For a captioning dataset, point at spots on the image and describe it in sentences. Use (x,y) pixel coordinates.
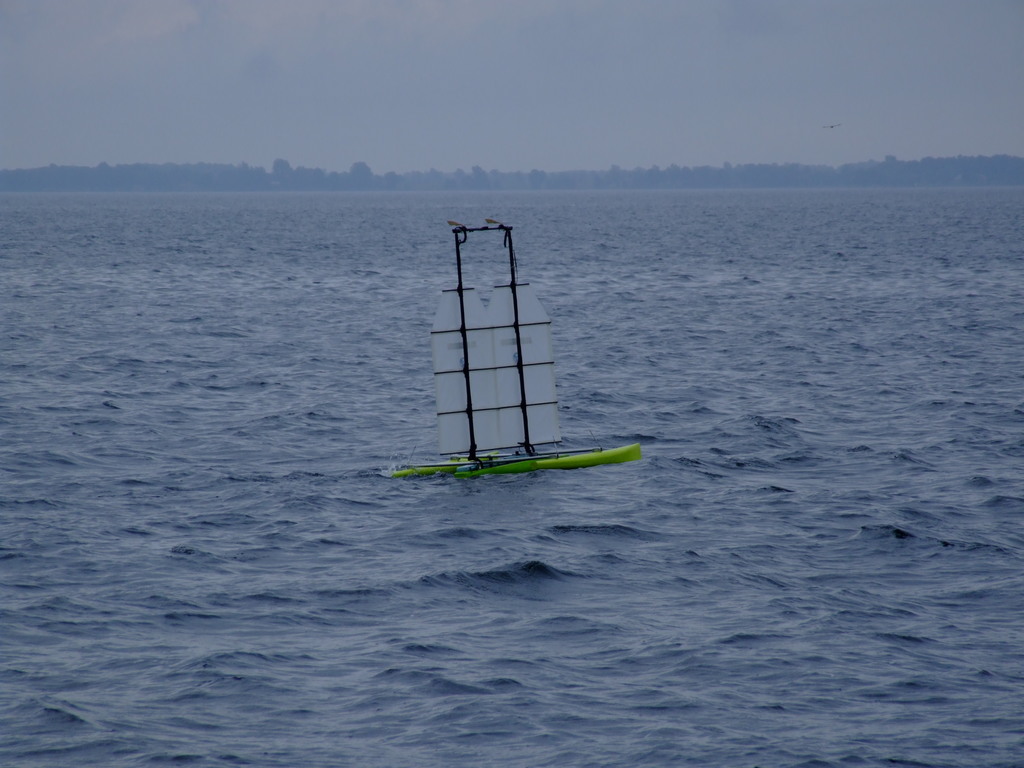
In this image there is a boat (518,434) on the water (608,348), and in the background (570,134) there are trees (627,171) and sky (908,46).
